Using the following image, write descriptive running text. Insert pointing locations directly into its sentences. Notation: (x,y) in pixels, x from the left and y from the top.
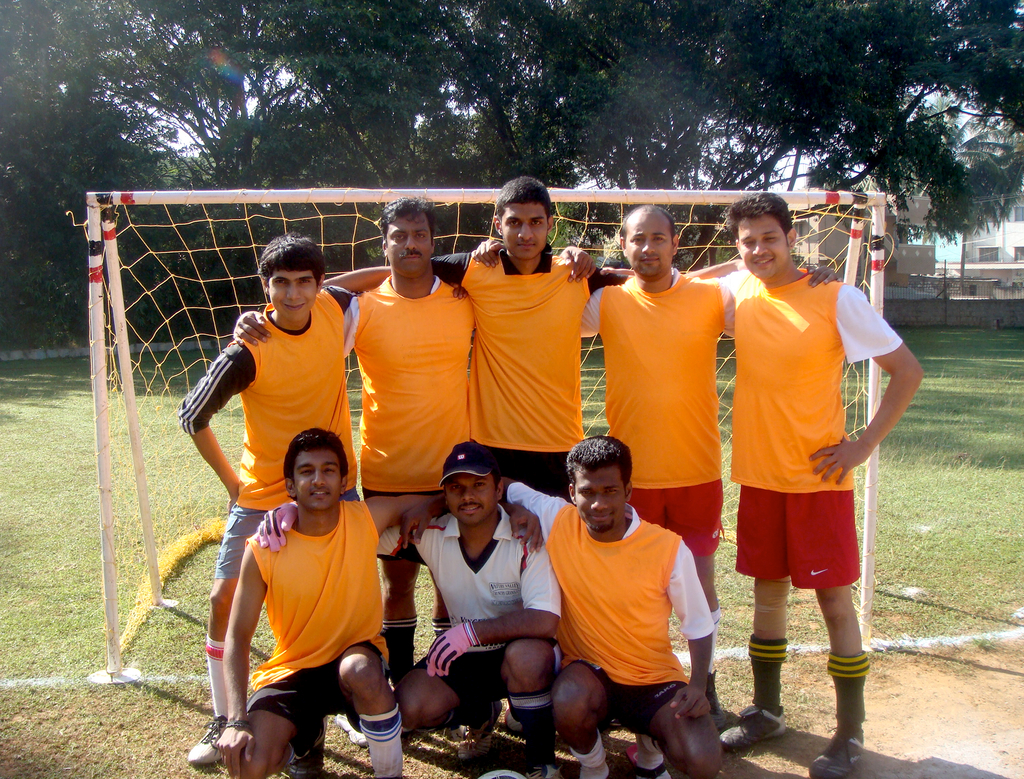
In this image in the center (402,353) there are some people (339,363) who are standing and some of them are sitting on their knees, and in the background (193,251) there is a net (558,233) and some poles (105,443). At the bottom (89,546) there is grass (948,607) and on the right side (952,276) there are some houses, on the top of the image (279,119) there are some trees (622,104).
